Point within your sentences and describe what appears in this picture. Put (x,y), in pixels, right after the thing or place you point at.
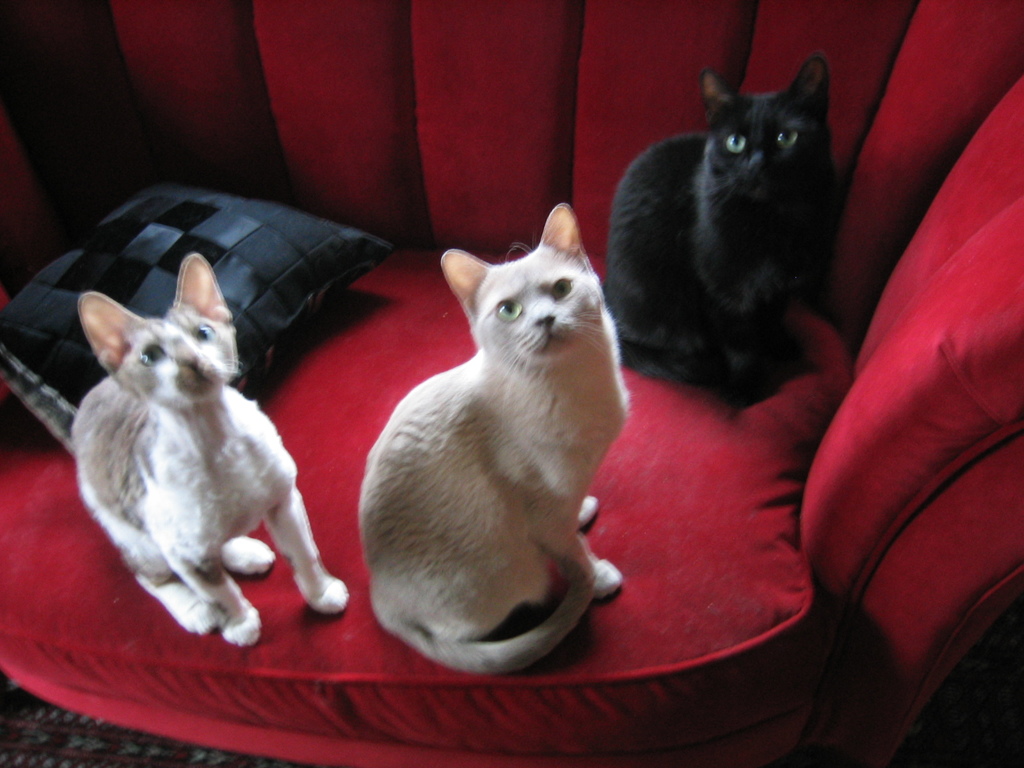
In this image I see 3 cats (505,276) in which these 2 are of white and brown in color and this cat (633,307) is of black in color and I see that these cats (737,258) are on the red couch (639,6) and I see a pillow (46,378) over here which is of grey and black in color.
